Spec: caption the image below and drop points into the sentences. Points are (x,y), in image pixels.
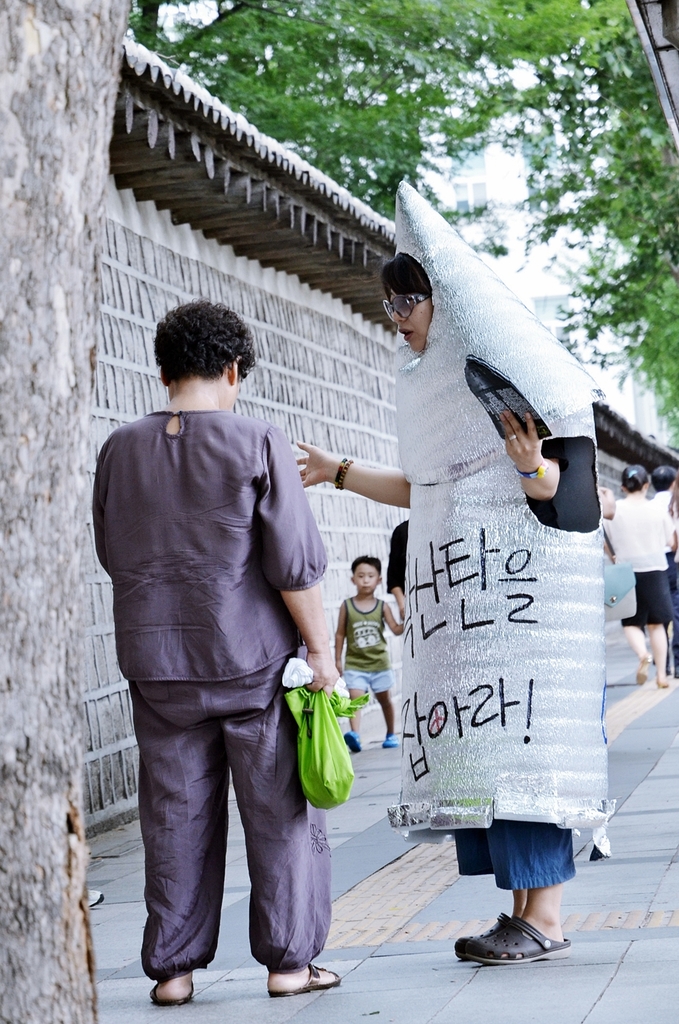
In the picture there is a woman (429,657) wearing different costume (526,579) and talking to the person (149,662) standing in front of her, behind the woman (539,548) there are many other people (402,599) walking on the footpath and beside the wall (282,359) on the left side (40,291) there is a tree trunk (9,309) and in the background (543,189) there are some other trees (458,61) and a building (444,205).
